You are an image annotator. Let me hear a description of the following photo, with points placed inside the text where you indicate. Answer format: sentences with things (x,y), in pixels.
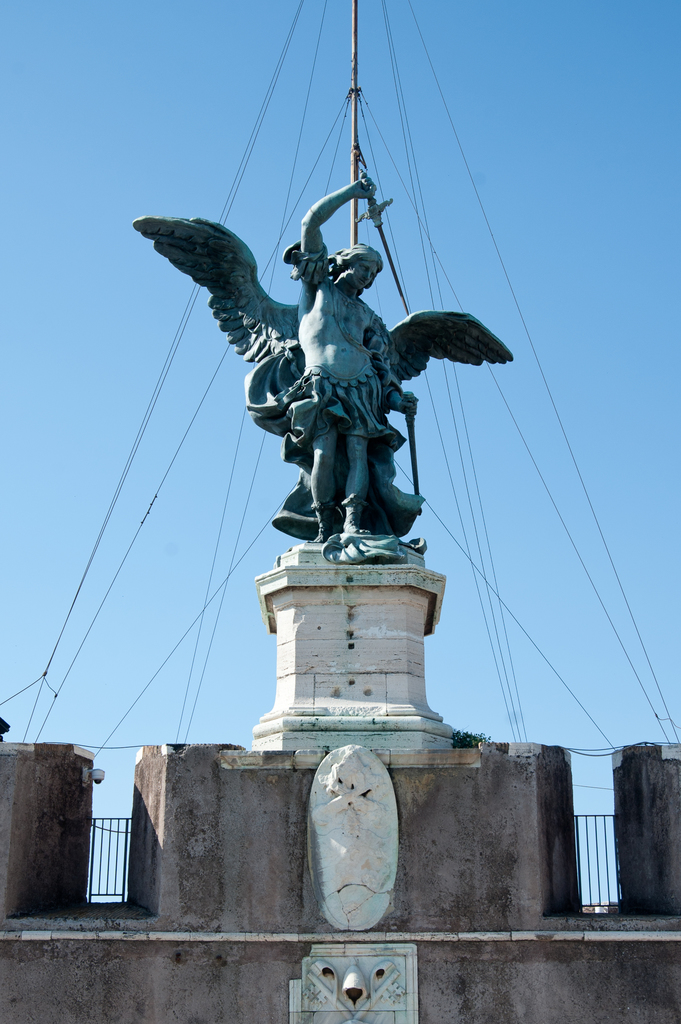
In the foreground of this image (305,323), there is a sculpture (390,539) on the stone (468,853) and also we can see few structures (372,898) on the stone (217,886). In the background (355,116), there are few ropes (413,154) to the pole (355,101) and the sky (130,92).
